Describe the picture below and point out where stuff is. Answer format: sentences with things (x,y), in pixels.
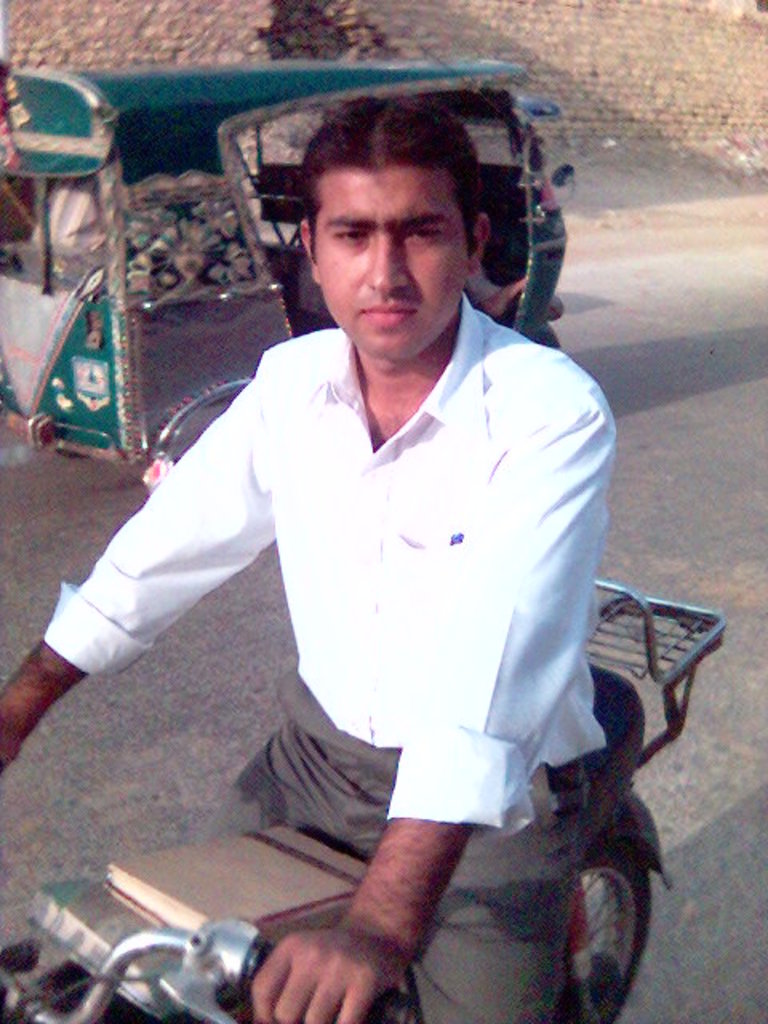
In this image there is a man (361,392) sitting on a motorcycle (592,652), there are books (195,906) on the motorcycle (142,949), there is the road (224,662), there is an auto rickshaw (261,246), there are two men (483,286) in the auto rickshaw (289,278), at the background of the image (139,53) there is the wall (94,52).
